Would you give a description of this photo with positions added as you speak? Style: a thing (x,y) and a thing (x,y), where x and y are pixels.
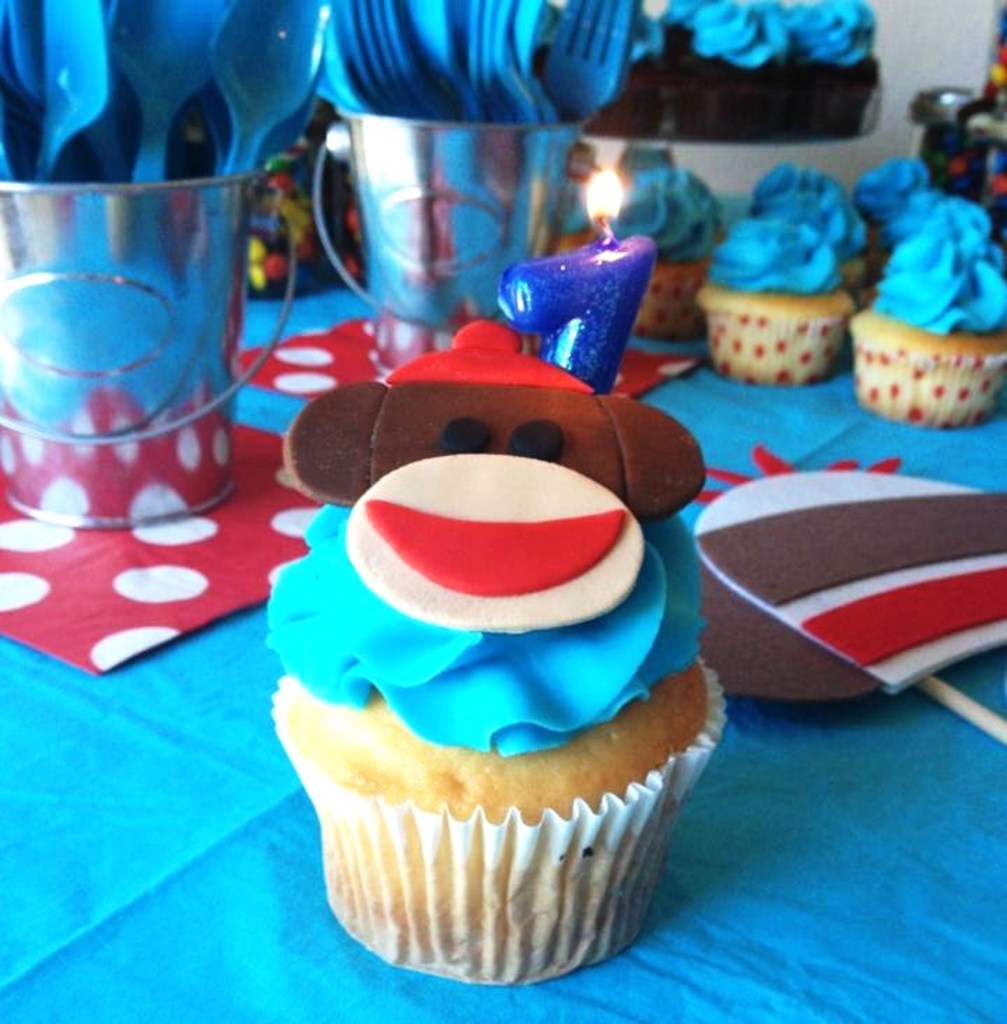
In this image there is a table (774,827) on which there is a cup cake (578,837) in the middle (670,663) on which there is a candle (559,363) and a small toy face (455,496). In the background (385,254) there are two cups (225,334). In the cups (531,189) there are plastic spoons (148,70) and forks (422,29). Beside them there are few other cupcakes (805,254).
